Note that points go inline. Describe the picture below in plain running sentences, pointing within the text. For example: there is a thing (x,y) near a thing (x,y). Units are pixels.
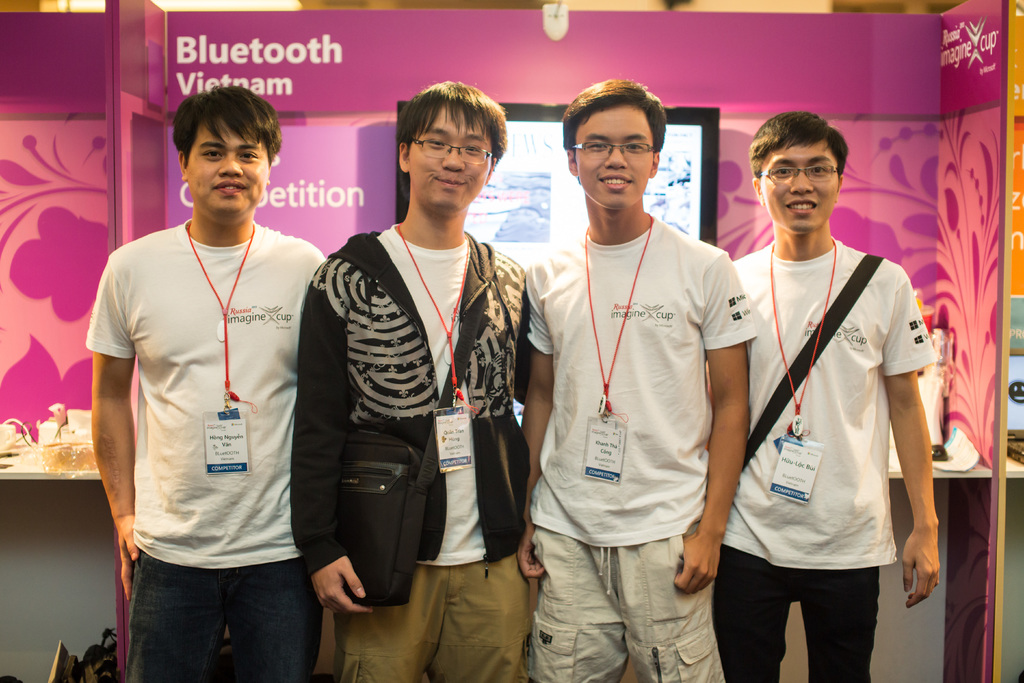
In this image we can see four people (825,404) standing near the pink board (246,67) and wearing ID cards (801,451). Two persons (897,353) wearing black bags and backside of these persons (407,217) one pink board (572,66) with some text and one object (545,17) attached to it. There are some objects (69,453) on the table (22,463), one object (548,30) attached to the wall (269,17), one T. V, some objects (114,661) are on the surface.
